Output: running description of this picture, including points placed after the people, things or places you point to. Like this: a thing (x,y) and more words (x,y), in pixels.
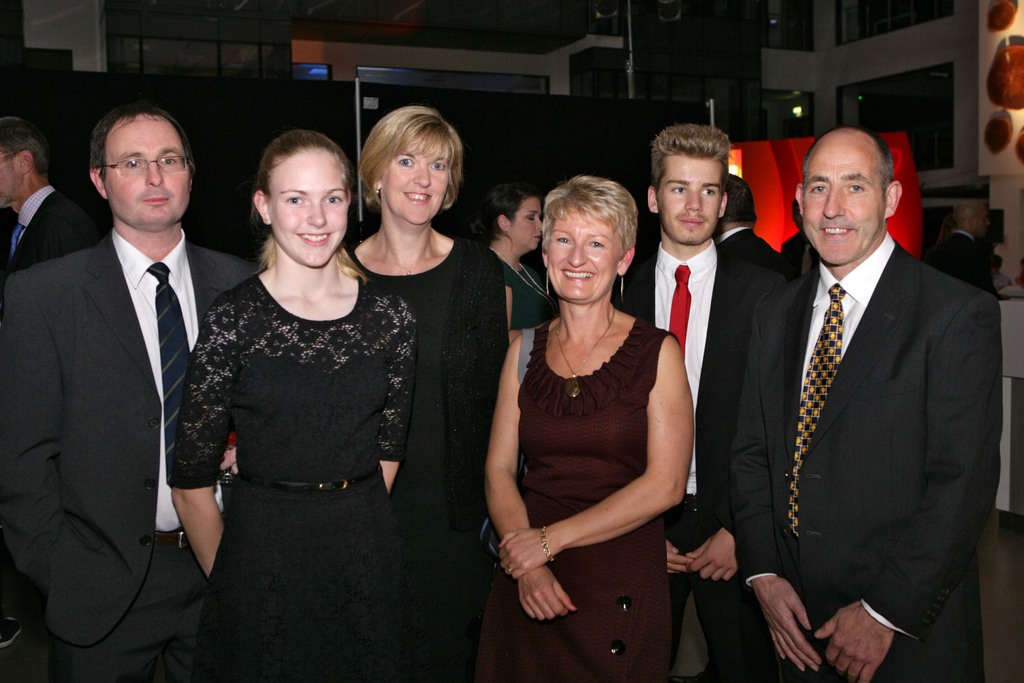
In this image, we can see a group of people (745,314) are standing. In the background (119,106), we can see black color. On the right side (1010,64), we can see some frames (1010,68) which are attached to a wall (1011,226).
